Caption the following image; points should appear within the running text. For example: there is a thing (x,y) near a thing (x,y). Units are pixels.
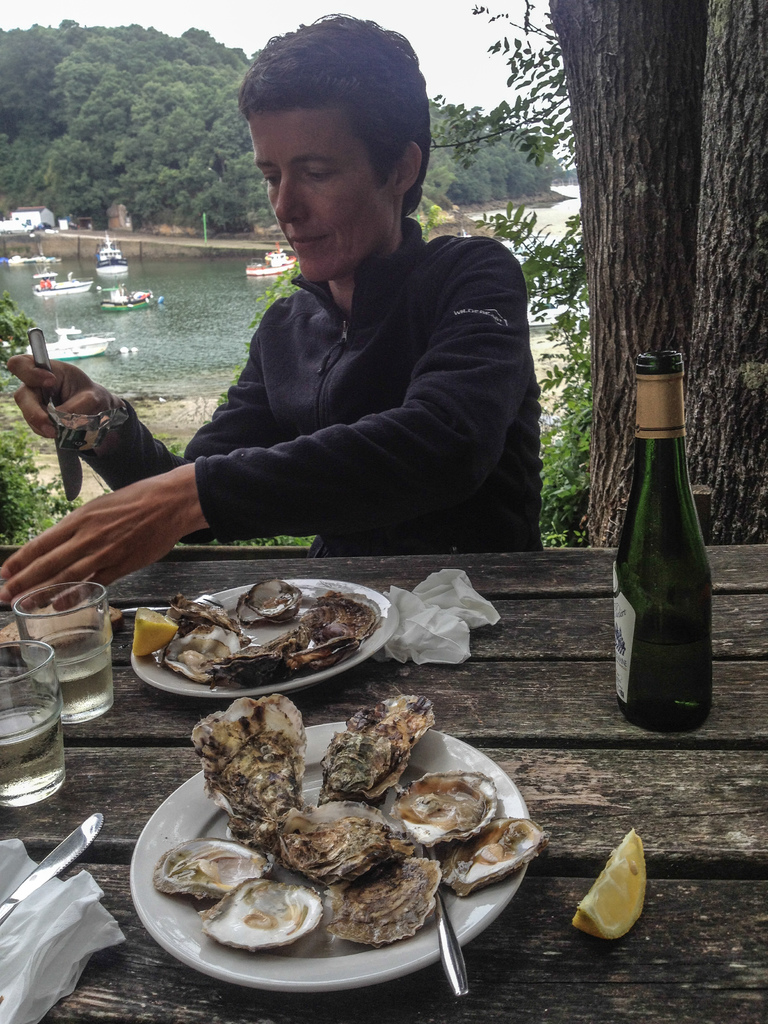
This picture is clicked outside. In the foreground (567,698) we can see the wooden table (608,712) on the top of which bottle (635,540) of drink (667,667), sliced lemon (597,917), tissue papers (21,869), glasses (81,695) of drinks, knife (102,825), platters (344,660) containing food items (290,801) are placed and we can see a person (282,335) holding some objects (88,428) and sitting. In the background (567,236) we can see the sky (444,14), trees (139,113), boats (119,295) in the water body (184,356) and we can see the plants (20,479) and some objects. In the right corner (691,112) we can see the trunks (658,346) of the trees (689,87).
